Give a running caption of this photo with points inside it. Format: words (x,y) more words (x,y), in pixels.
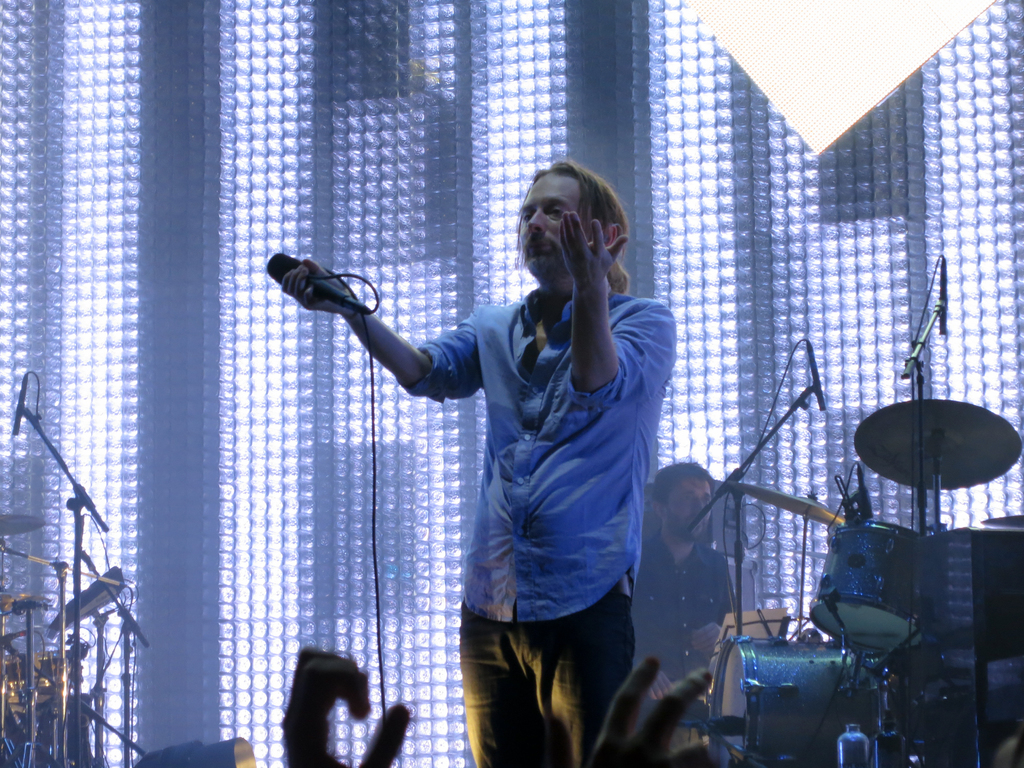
In this image there is a person (502,330) holding a mic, behind him there is a person (668,552) sitting and there are some musical instruments (929,476). In front of the image there is a person's hand (353,676). In the background of the image (522,289) there is a glass wall (522,289) with lights (426,437).
